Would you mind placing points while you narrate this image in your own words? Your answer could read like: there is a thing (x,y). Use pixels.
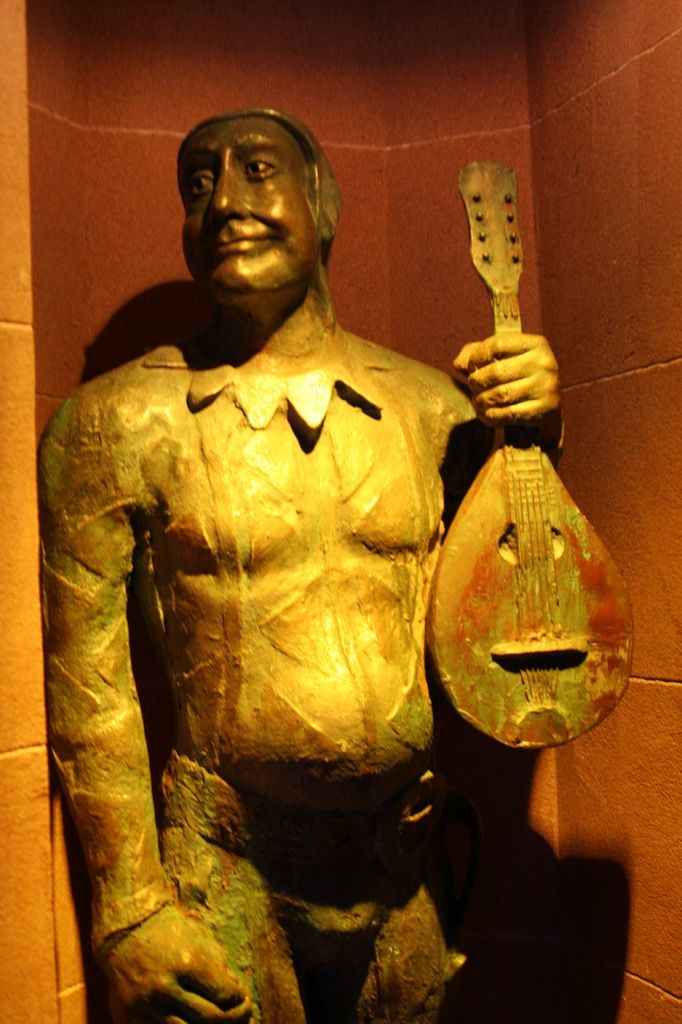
This image consists of an idol (128,716) of a man (385,586). He is holding a guitar (587,643). In the background (591,220), we can see a wall (463,50).
